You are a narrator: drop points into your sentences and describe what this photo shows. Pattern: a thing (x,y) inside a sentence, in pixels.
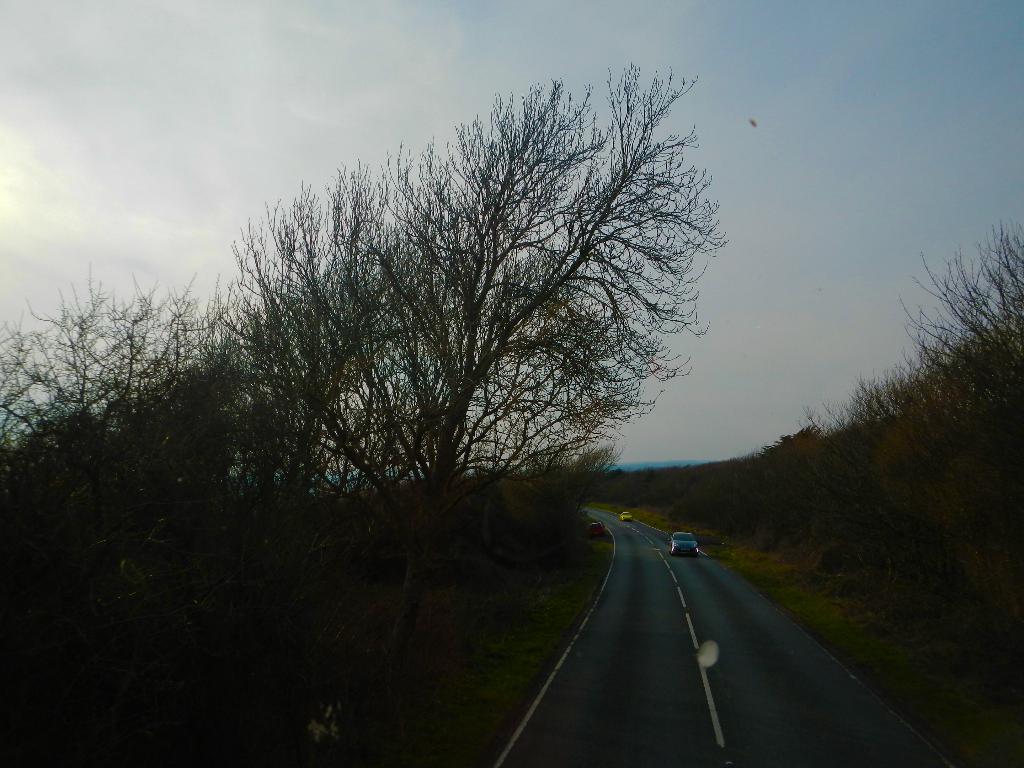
On the right side of the picture (944,457) there are trees (992,543), grass (796,580) and plants (816,581). In the center of the picture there is a road (643,527), on road (642,526) there are cars (683,539). On the left (236,512) there are trees (312,526). Sky (321,170) is partially cloudy.
